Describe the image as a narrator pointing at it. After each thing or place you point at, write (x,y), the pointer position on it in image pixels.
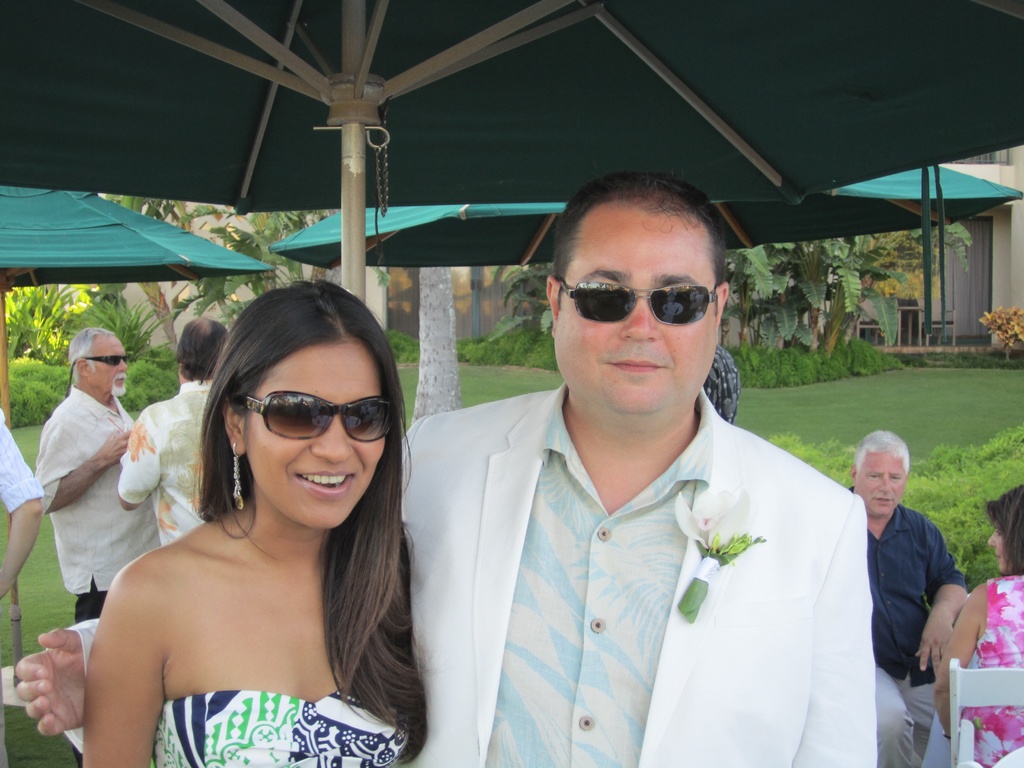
In this image in the foreground (597,561) there is one man (556,549) and one woman (240,579) standing, and they are wearing goggles (700,299). And in the background (21,475) there are some people (203,420) standing, and some of them are sitting and also there are some umbrellas (548,146) and poles (347,204). In the background (427,276) there are some plants (810,242), grass (874,376) and building (991,264).
